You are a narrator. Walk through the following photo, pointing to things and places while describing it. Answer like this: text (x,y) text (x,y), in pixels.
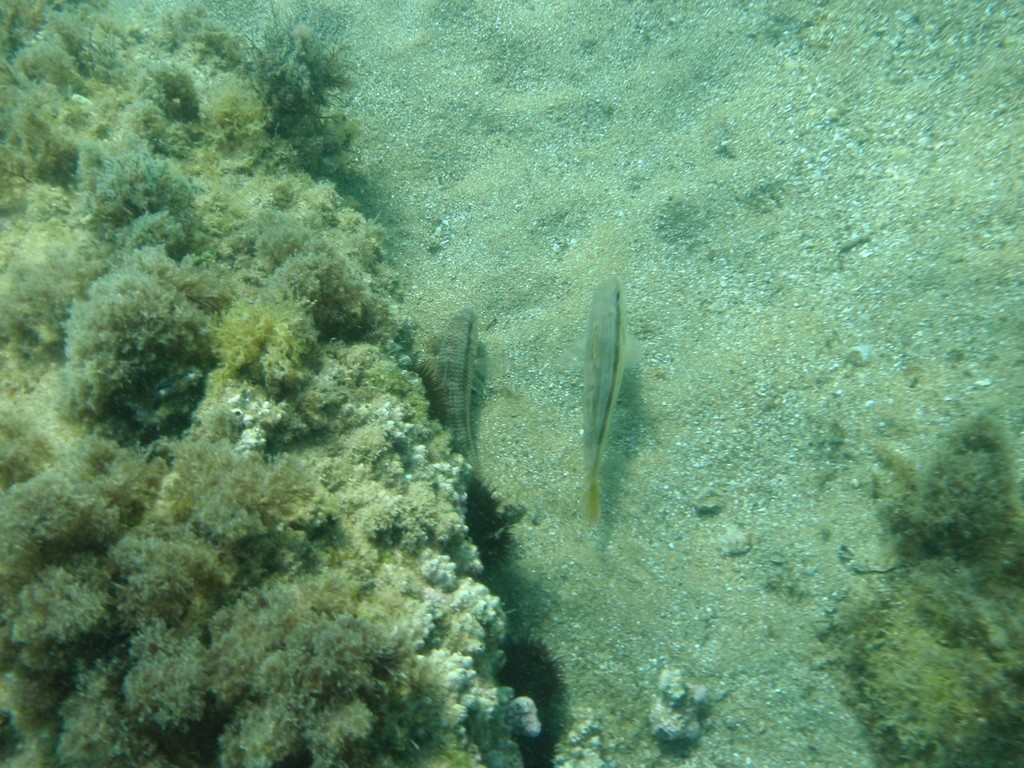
In the image there are two fishes (596,478) in the underwater and around those fishes (588,461) there is a sand (566,174) and some plants (201,379).
